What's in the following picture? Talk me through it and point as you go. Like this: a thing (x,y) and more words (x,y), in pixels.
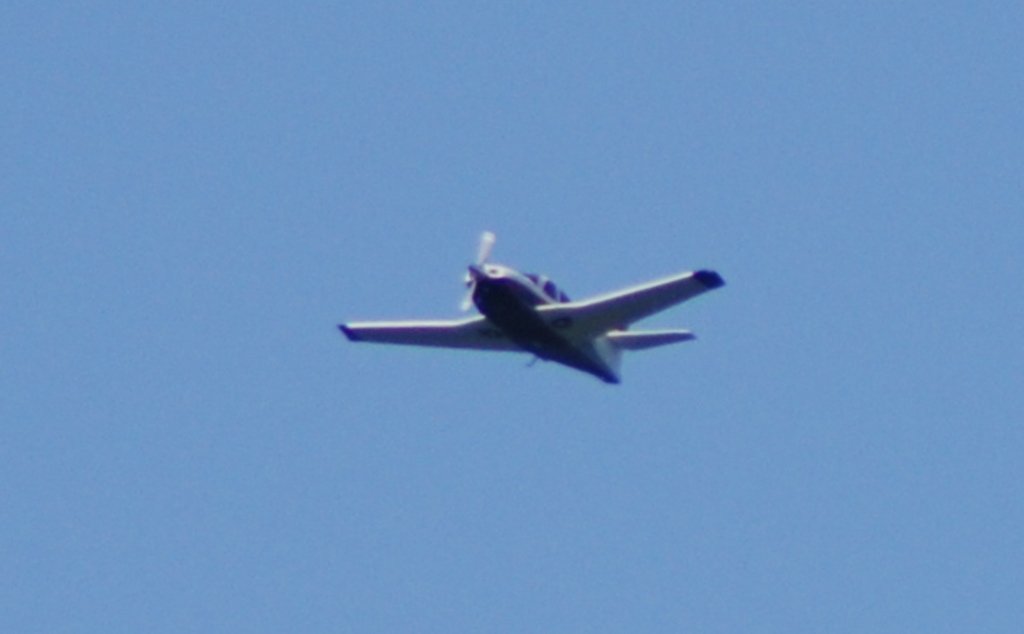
In this image there is an airplane (534,302) flying in the sky (517,268).
